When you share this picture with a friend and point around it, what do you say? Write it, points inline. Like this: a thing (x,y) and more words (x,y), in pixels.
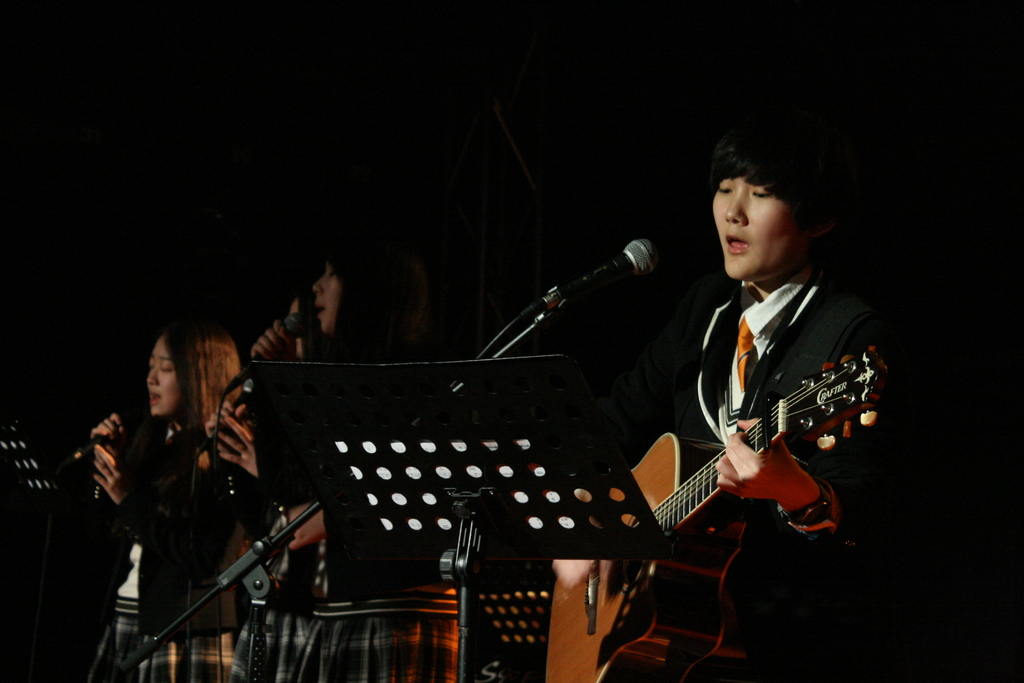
In this picture we can see three persons (263,345) where one is holding guitar (782,397) in her hands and playing it and singing on mic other two are also singing on mic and in background (510,263) we can see pillar (491,191) and it is dark.
